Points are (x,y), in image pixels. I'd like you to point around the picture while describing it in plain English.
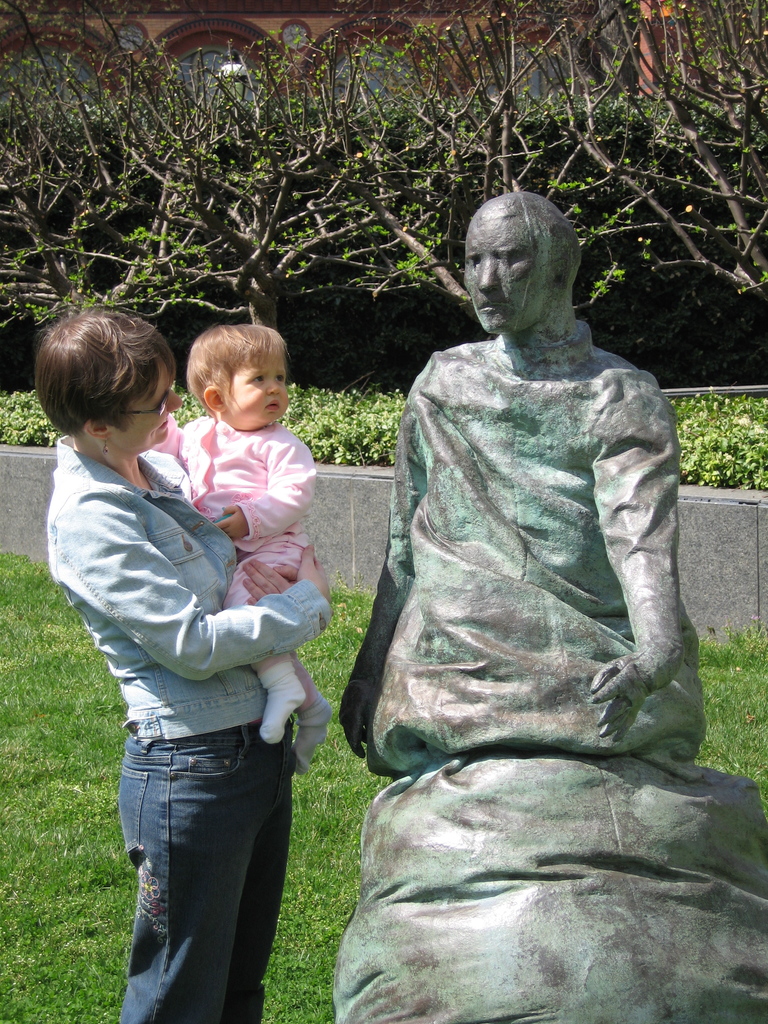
In this picture I can observe woman (231,609) and baby (235,521) on the left side (186,574). On the right side (513,462) I can observe a statue (517,523). There is some grass (65,786) on the ground (304,858). In the background (355,218) there are trees (302,131).
